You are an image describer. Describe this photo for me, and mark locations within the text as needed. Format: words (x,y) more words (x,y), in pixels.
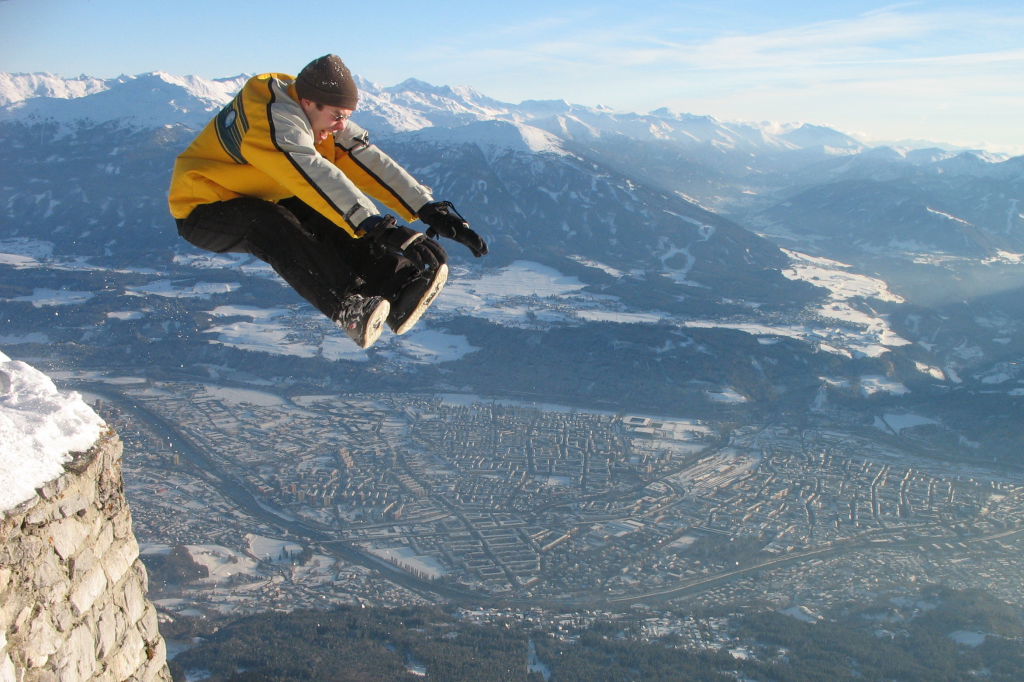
In this image, on the left side (327,73), we can see a person (204,181) is in the air. In the background (173,78), we can see some mountains (79,76) which are filled with snow (693,325). On the left side (72,470), we can see a brick wall (73,483) and a snow (13,430). At the top (700,42), we can see a sky (700,42) which is a bit cloudy, at the bottom (801,477), we can see a land (633,578).
